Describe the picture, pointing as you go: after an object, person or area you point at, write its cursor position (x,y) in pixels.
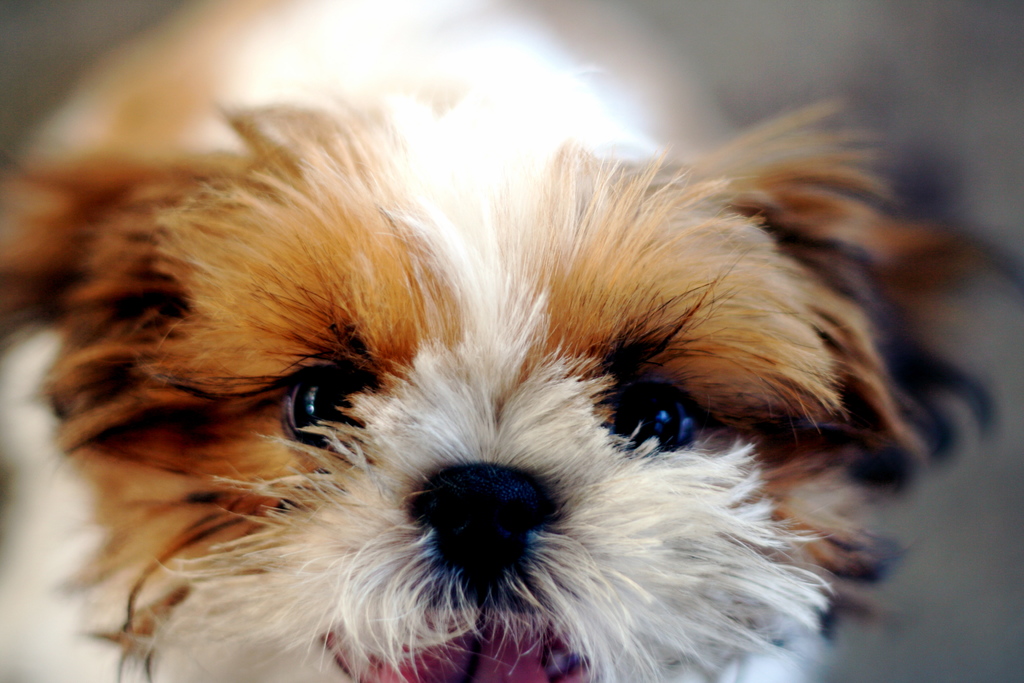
In this image there is a dog (398,454) with fur (714,594). In this image the background (758,43) is a little blurred.
